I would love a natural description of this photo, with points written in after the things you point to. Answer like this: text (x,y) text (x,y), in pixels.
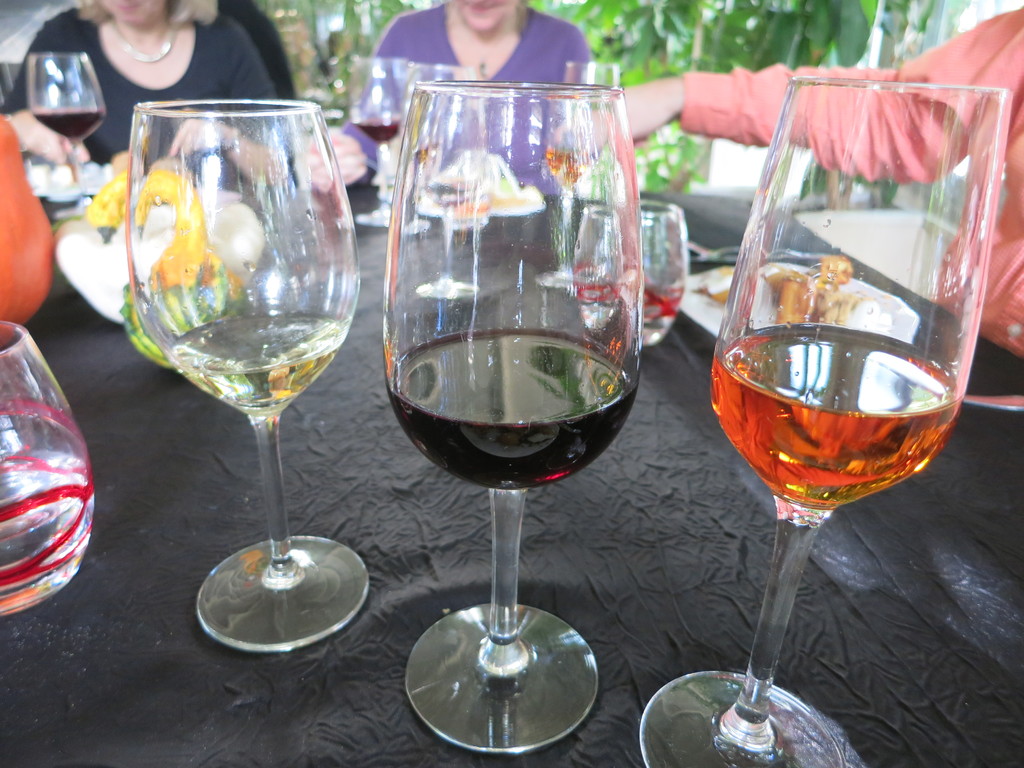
In this picture we can see three wine glasses (190,286) on the black color table top (692,469). Behind we can see three old woman (511,54) sitting and enjoying the food (853,305). In the background (296,56) we can see some plants (396,14).
